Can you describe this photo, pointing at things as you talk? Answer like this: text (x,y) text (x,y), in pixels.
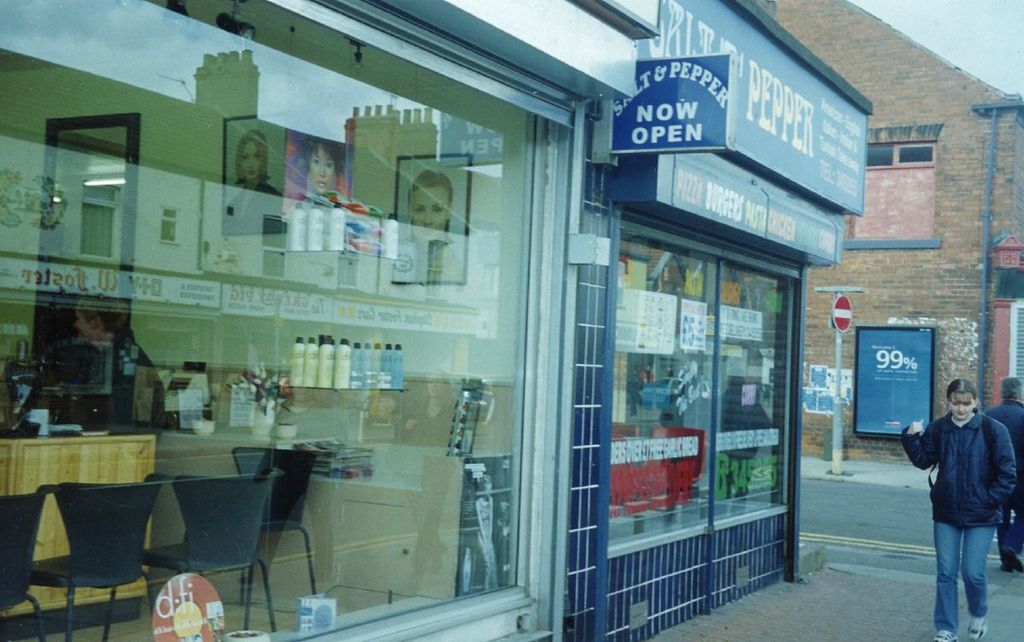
In this image I can see two persons (934,639) walking and I can also see few stalls (422,416). Background I can see few chairs (7,523) in black color, few bottles (351,367) on the glass surface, few frames (270,208) attached to the wall (177,127) and I can also see a person (109,398) sitting inside the stall (25,377) and I can see few glass walls (496,419). Background (960,276) the building (941,104) is in brown color and I can see few boards (897,388) attached to the wall (967,375) and the sky (963,33) is in white color.
